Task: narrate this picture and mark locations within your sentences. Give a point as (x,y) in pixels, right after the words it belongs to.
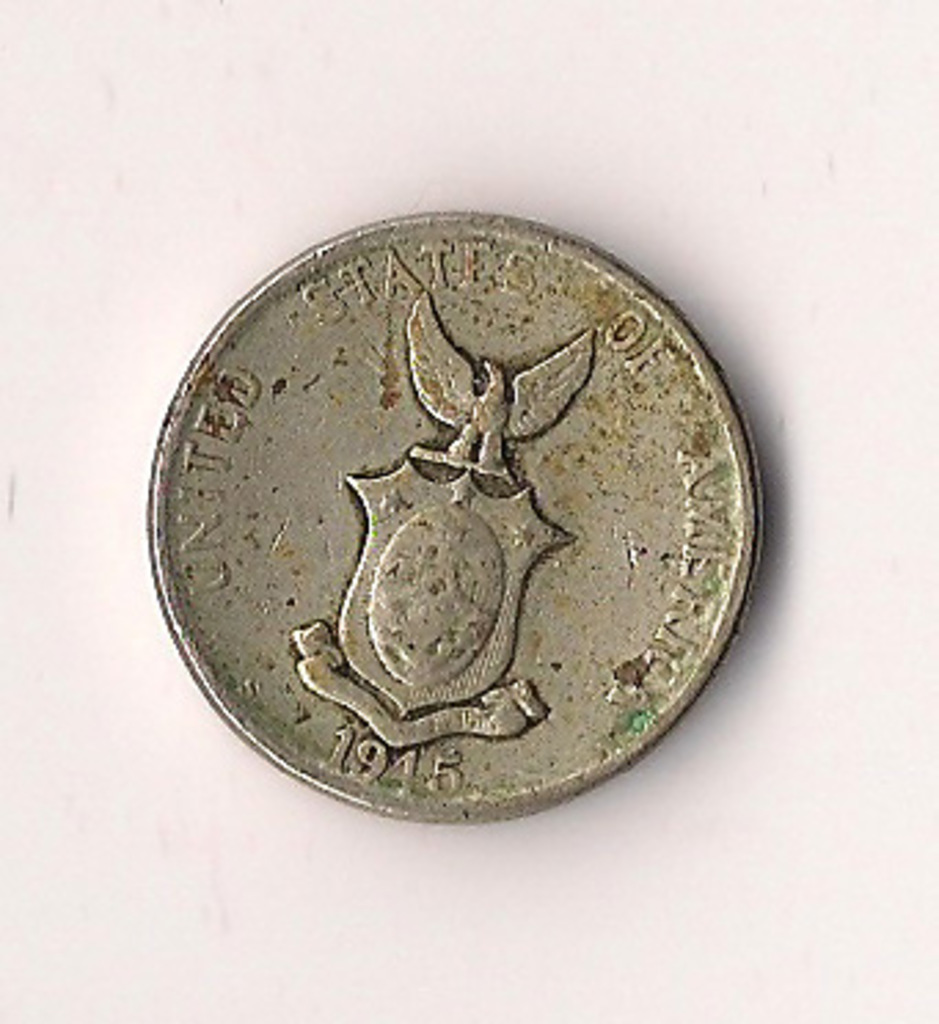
In this image, we can see a silver coin (389,671) with text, numerical numbers (392,750) and symbol (422,378). This coin (422,378) is placed on the white surface (621,223).
